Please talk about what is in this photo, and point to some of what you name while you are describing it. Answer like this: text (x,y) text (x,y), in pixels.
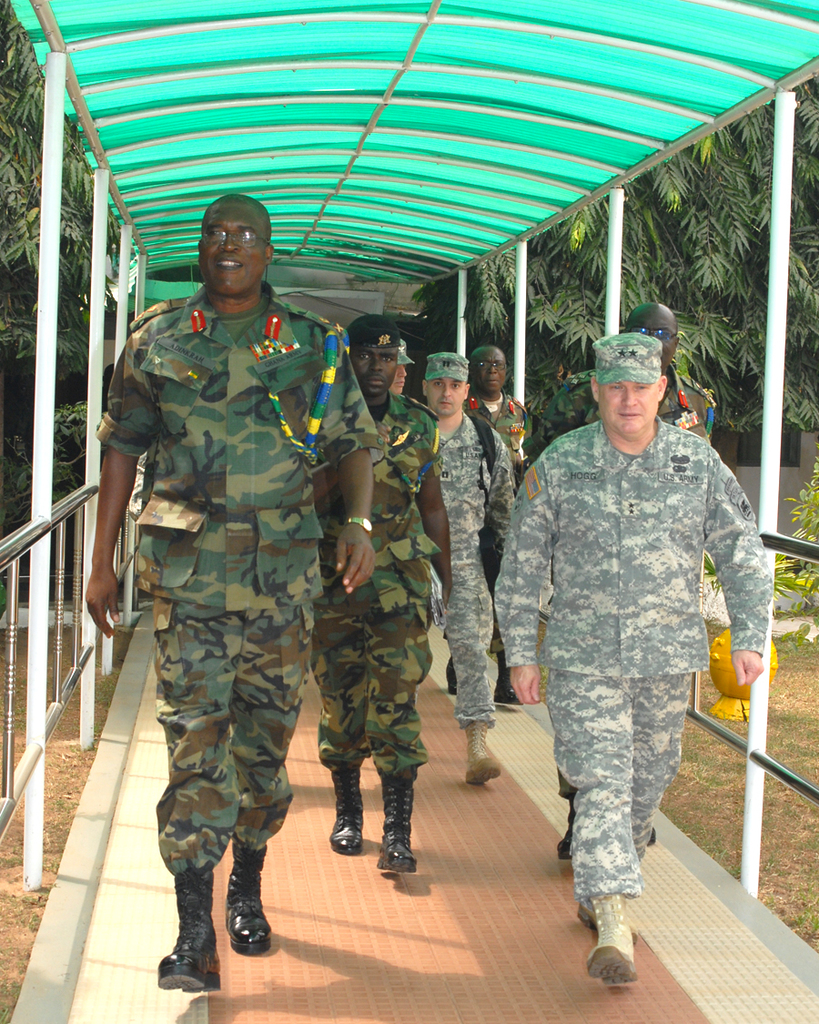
In the image there are few men (347,379) in camouflage dress (579,565) walking under a shed (266,78) with trees (643,197) behind it.
